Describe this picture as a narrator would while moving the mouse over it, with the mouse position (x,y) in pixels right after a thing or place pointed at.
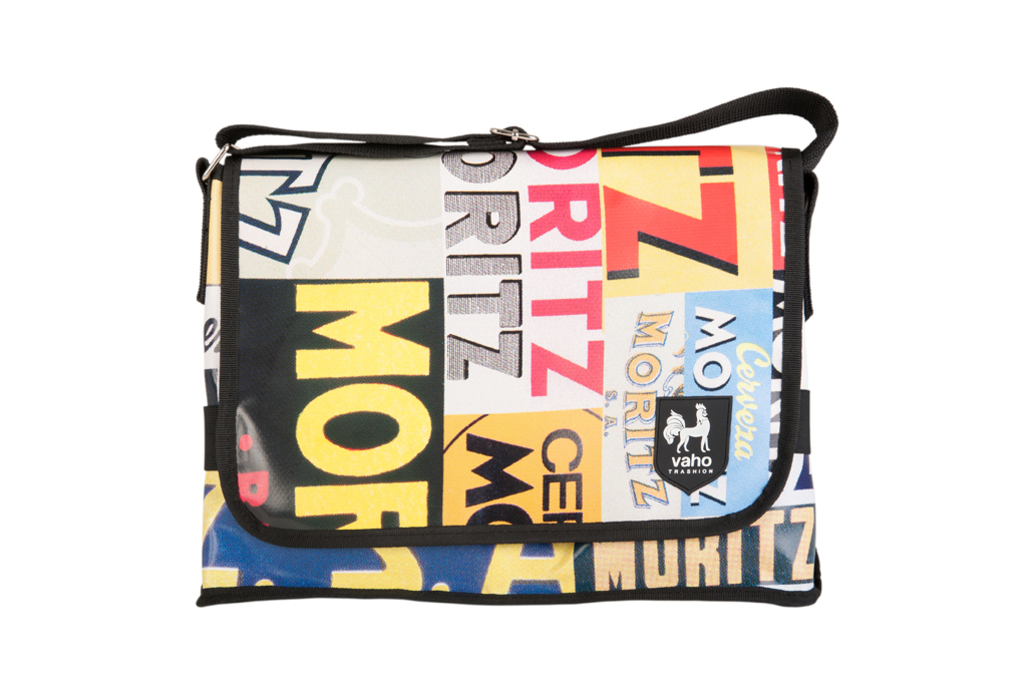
In this picture we see a handbag (823,136) with some text (404,339) written on it.
